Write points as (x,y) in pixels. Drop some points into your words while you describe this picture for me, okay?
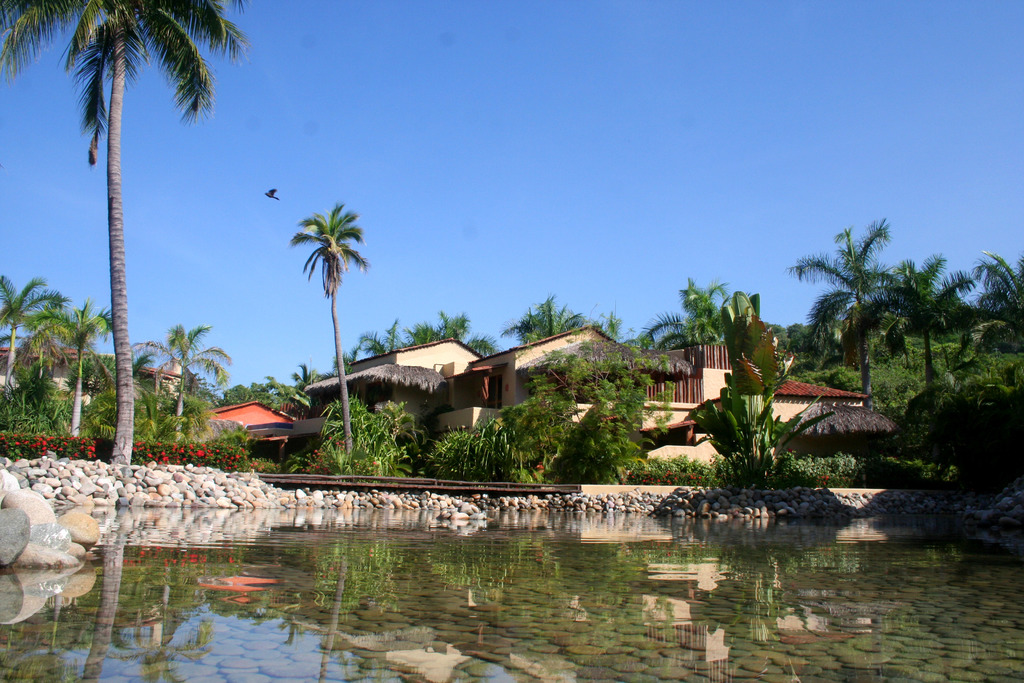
Here in this picture, in the front (392,603) we can see water (601,536) present over a place and we can see stones (57,547) covered all over the water (106,557) and on the ground (223,474) we can see houses (299,432) present and we can also see bushes (43,447), plants (400,438) and trees (535,316) present and we can see a bird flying in the air (240,226) and we can see the sky (287,193) is clear.
